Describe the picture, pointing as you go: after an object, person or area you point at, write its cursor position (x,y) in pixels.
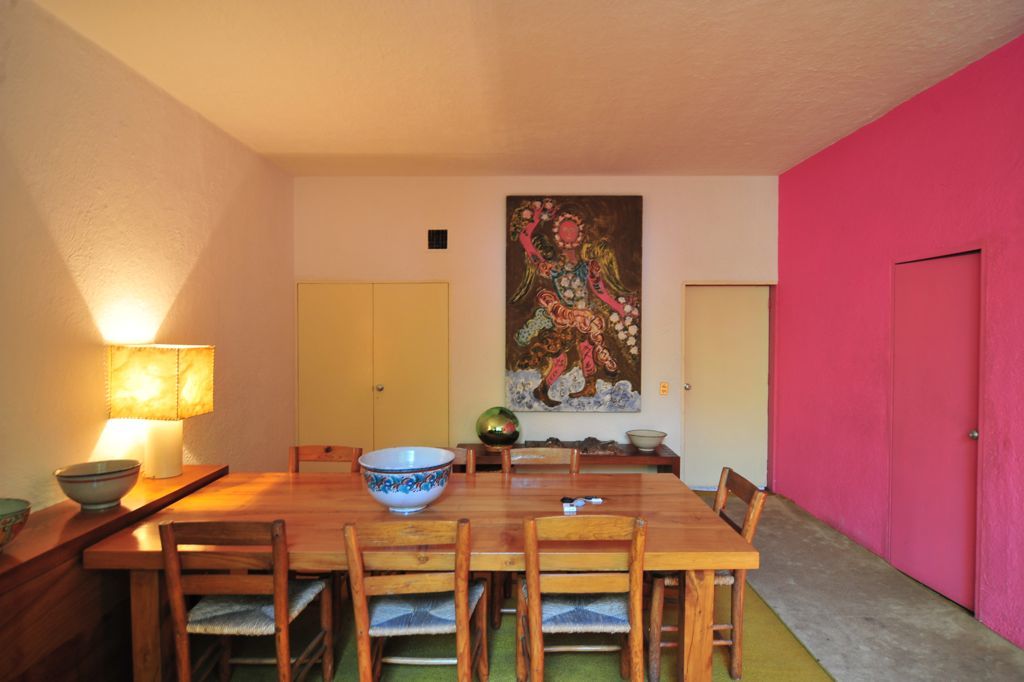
This picture consists of inside view of building (90,95) and I can see a pink color wall (830,226) and door (963,459) visible on the right side (1019,411), in the middle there is a table (533,513), on the table (559,505) bowls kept on it, in front of the table (675,520) I can see chairs (472,449) and I can see another table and I can see photo frame (591,304) attached to the wall (484,303) and I can see there is a table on the table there is a lamp (147,471) and bowls (129,477) and the wall (11,450) visible on the left side (105,459).
